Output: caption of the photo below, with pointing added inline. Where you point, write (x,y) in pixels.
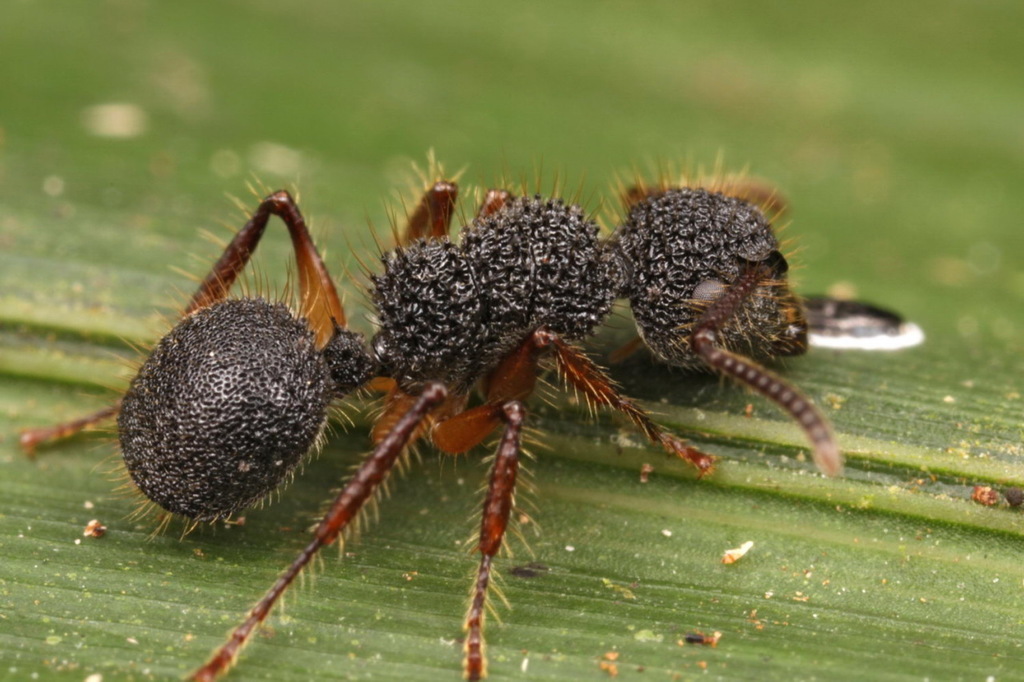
In this image we can see an insect (150,488) on the leaf (925,440). This part of the image is blurred.
